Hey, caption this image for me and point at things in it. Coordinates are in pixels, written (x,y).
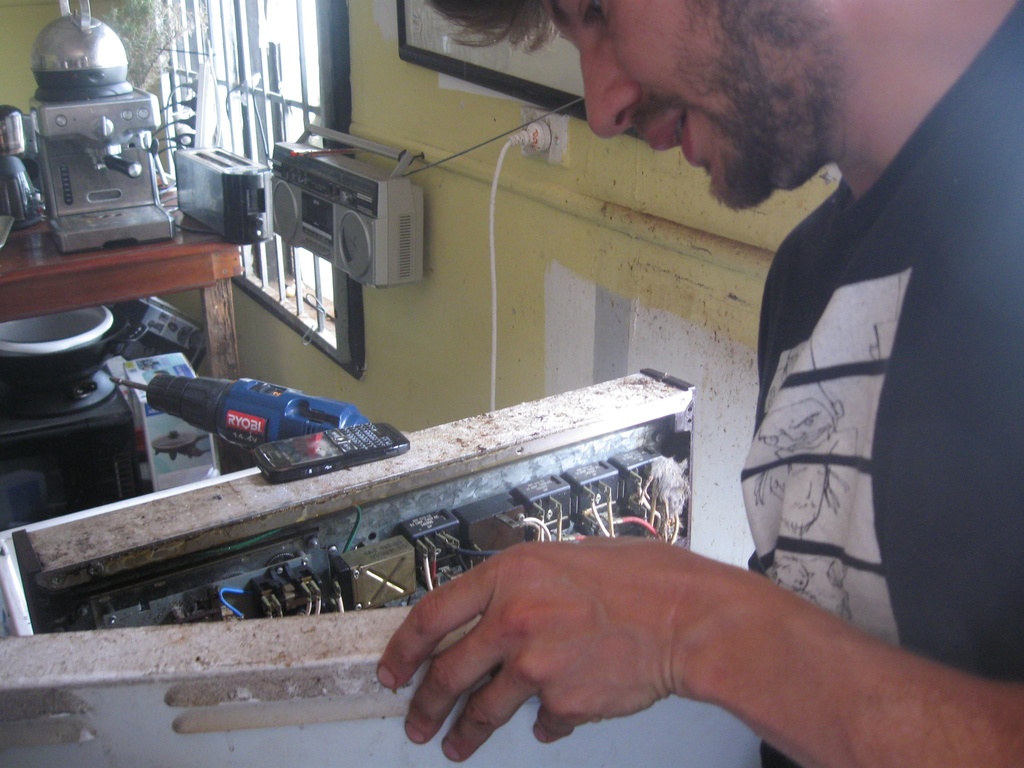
In this image I can see the person (760,195) wearing the black and white color dress (869,422). In-front of the person (443,709) I can see many electronic gadgets (162,541), box (162,451) and few more objects (110,387). In the background (232,87) I can see the window (243,96), frame (428,63) and the switch board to the wall (425,112).
